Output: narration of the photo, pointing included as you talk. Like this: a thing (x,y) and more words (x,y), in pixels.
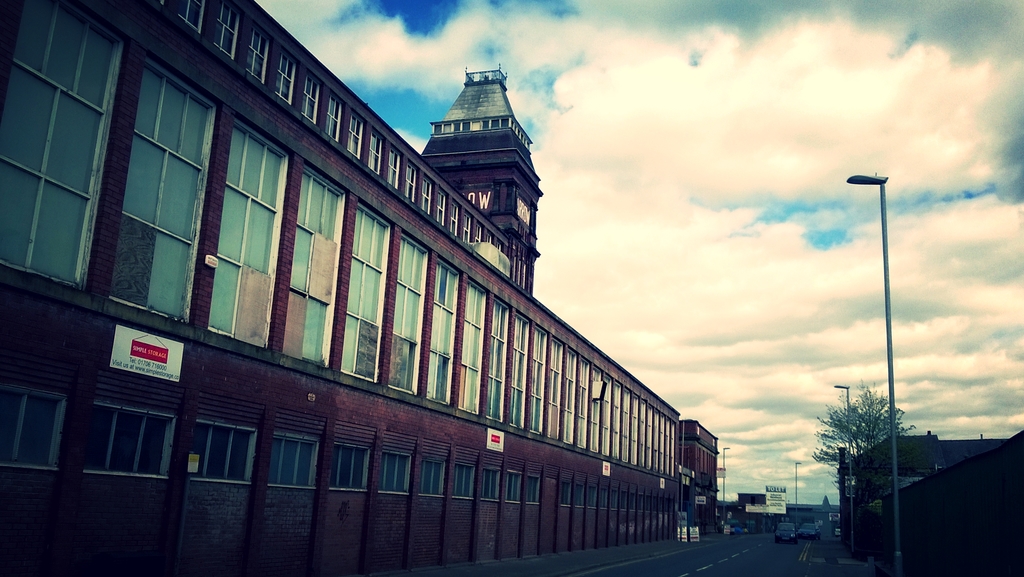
In the picture we can see a building (193,357) with a window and glasses (443,274) to it and near to it, we can see a road (736,548) and to the other side, we can see some houses (943,437) with some plant (860,418) on it and near to it, we can see a pole (851,452) with a light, in the background (726,235) we can see a sky (699,197) with a cloud (792,282).
